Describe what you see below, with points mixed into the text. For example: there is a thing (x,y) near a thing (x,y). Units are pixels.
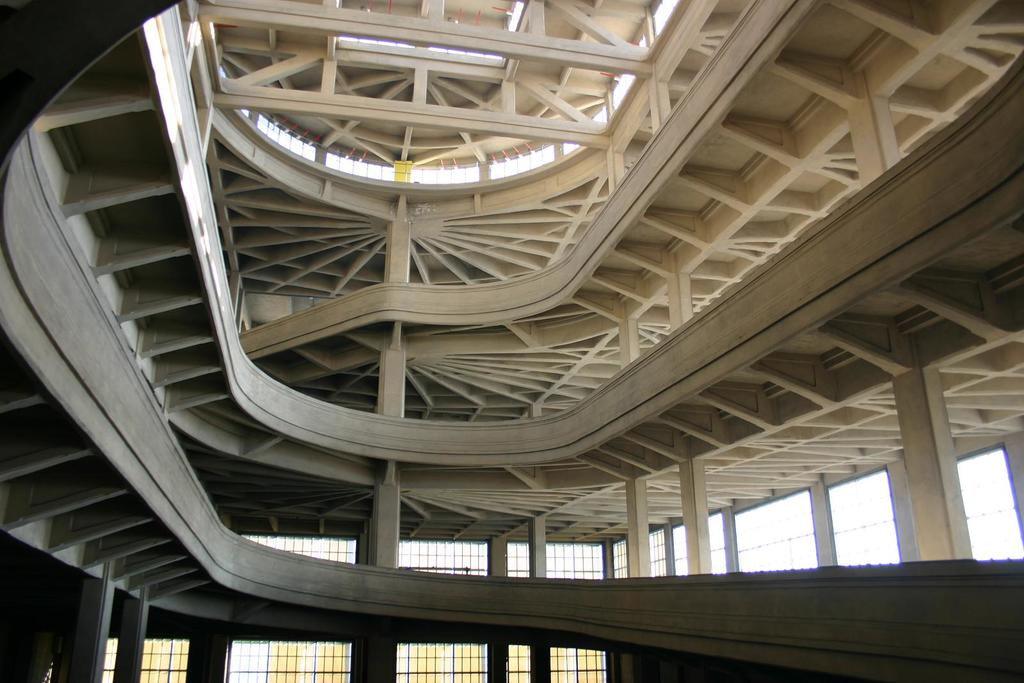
In this image we can see a building (336,441), windows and sky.
